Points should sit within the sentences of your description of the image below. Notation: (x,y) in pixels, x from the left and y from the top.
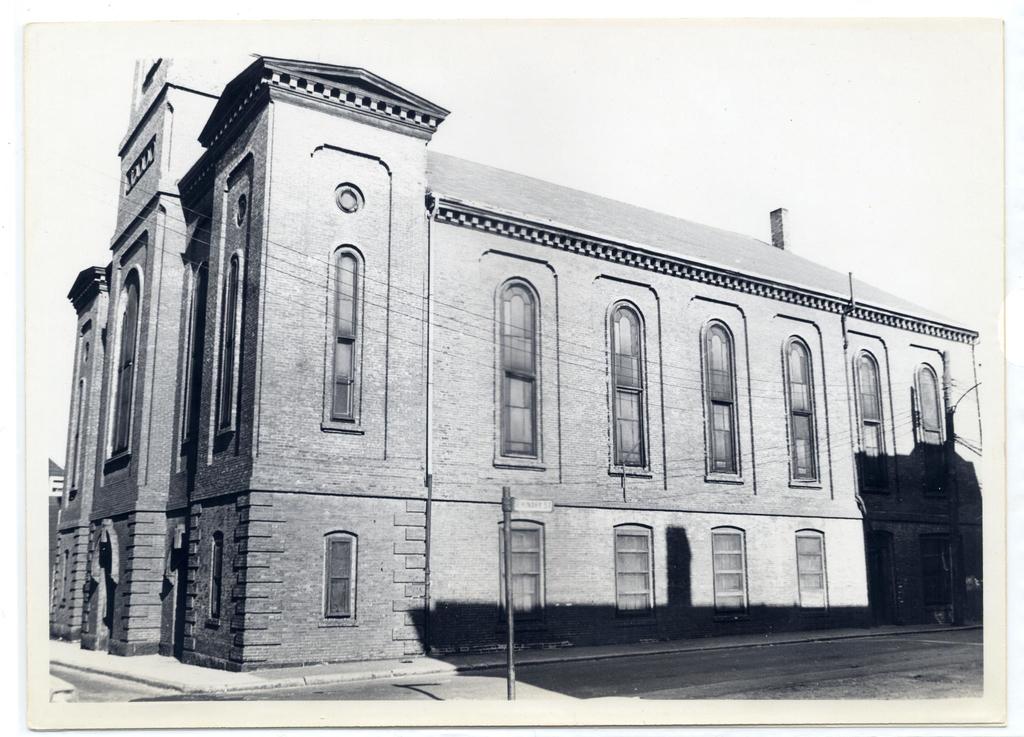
In this image I can see a building (404,471), few poles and few wires (524,345). I can also see shadow (515,628) over here and I can see this image is black and white in colour.
